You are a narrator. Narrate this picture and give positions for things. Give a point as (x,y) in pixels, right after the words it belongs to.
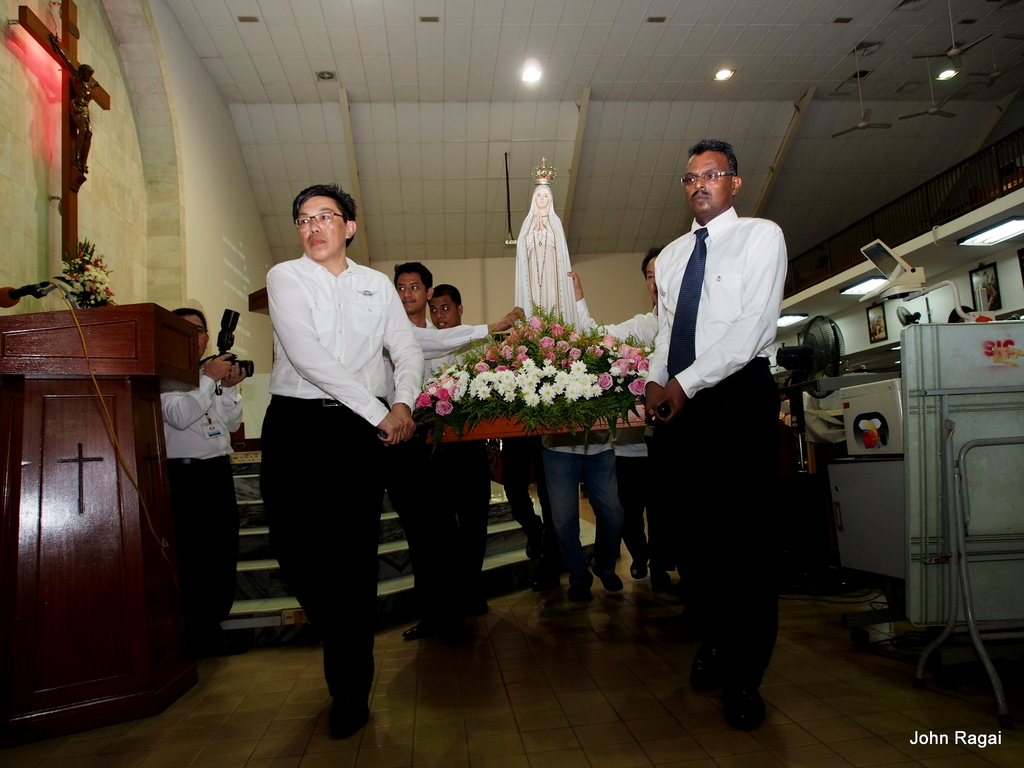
In this image I see few men (717,240) who are carrying this thing (523,392) on which there are flowers (505,336) and I see a sculpture (533,251) over here and I see that this man (198,413) is holding a camera (234,364). In the background (521,59) I see the lights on the ceiling (366,174) and I see the wall (234,172) and I see steps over here and I see few equipment (886,436) over here and I see the lights (987,234) over here too and I see the watermark (962,734) over here.
